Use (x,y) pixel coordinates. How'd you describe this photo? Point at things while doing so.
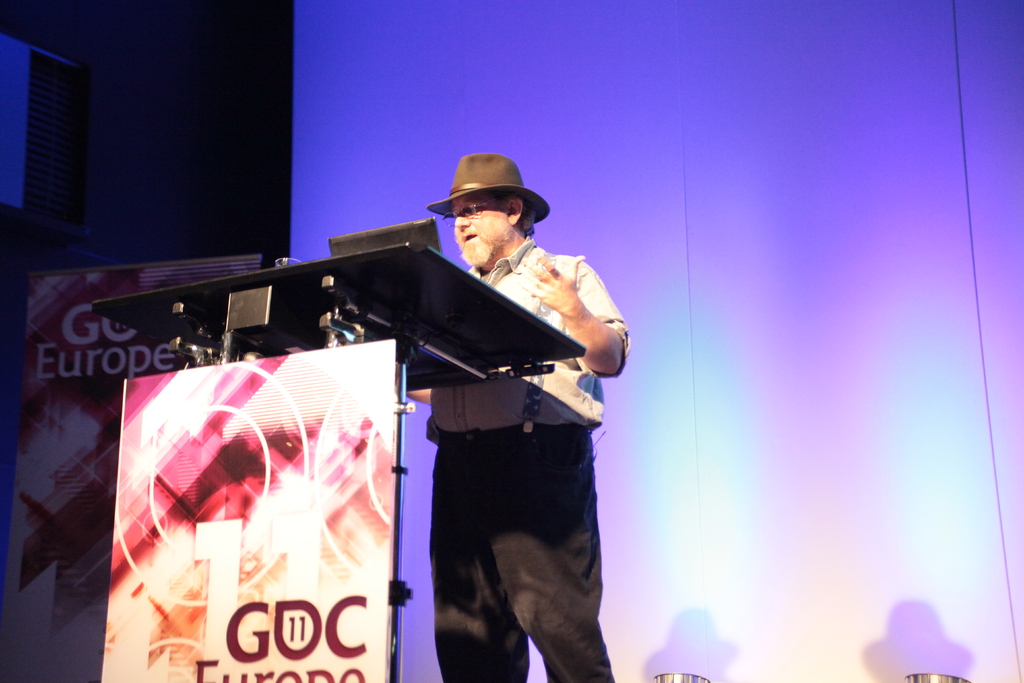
In the center of the image (467,398) there is a person (454,452) standing wearing a hat (517,196). In front of him there is a podium (130,410). In the background of the image (333,160) there is a purple color screen (669,188). At the bottom of the image (680,679) there are lights (702,679).
